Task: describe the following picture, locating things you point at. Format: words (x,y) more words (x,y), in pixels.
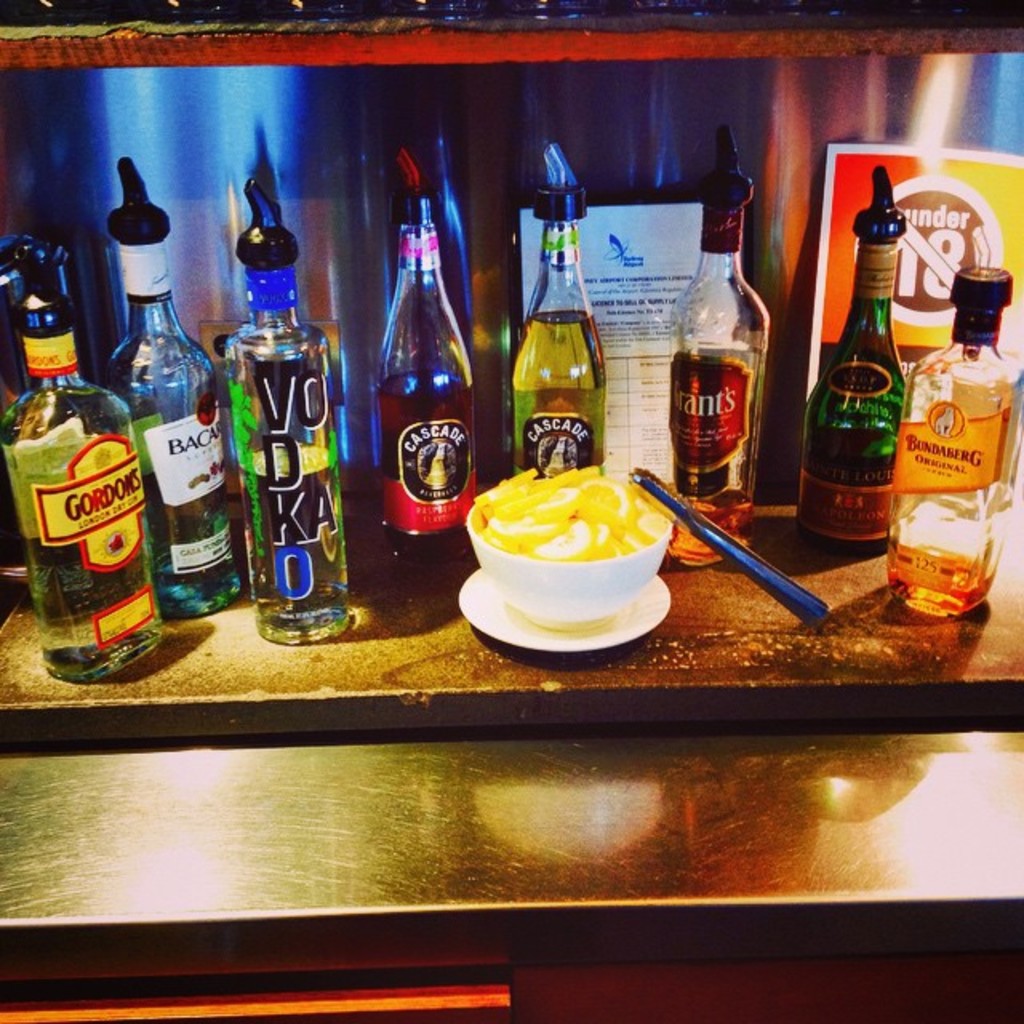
In the image there is a table (879,560). On table (682,586) we can see few bottles (738,534) on which it is labelled as 'VODKA' and there is also a bowl (536,562) with some food (584,552) and a plate (522,641).
